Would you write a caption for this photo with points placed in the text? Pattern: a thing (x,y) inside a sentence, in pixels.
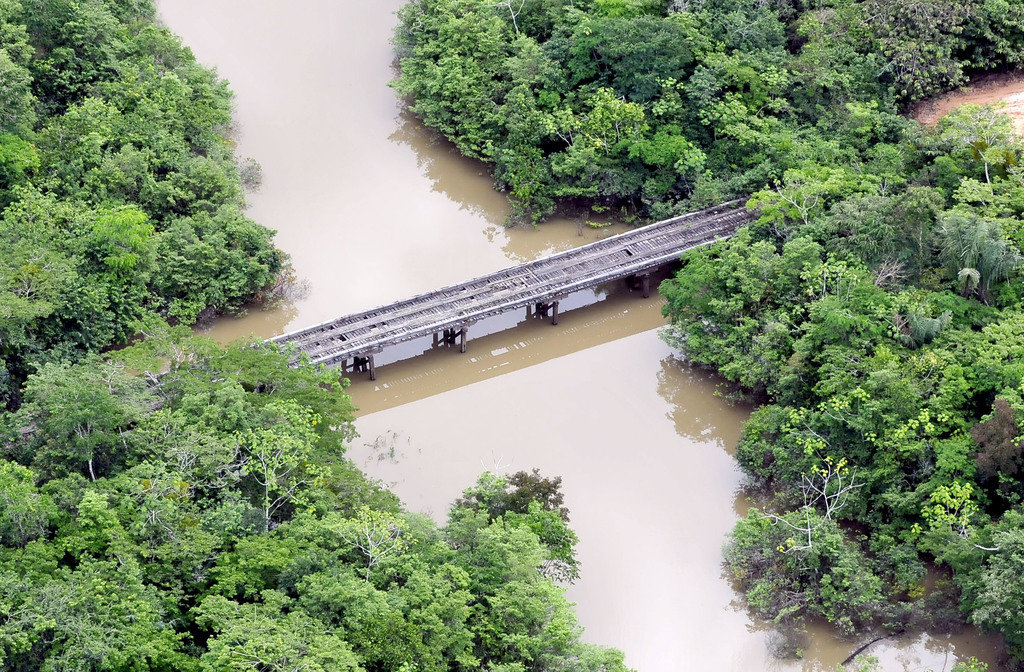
In the image there are a lot of plants (599,68) and in between the plants (70,119) there is a river (421,349) and there is a wooden bridge (488,275) constructed across the river (455,274).
